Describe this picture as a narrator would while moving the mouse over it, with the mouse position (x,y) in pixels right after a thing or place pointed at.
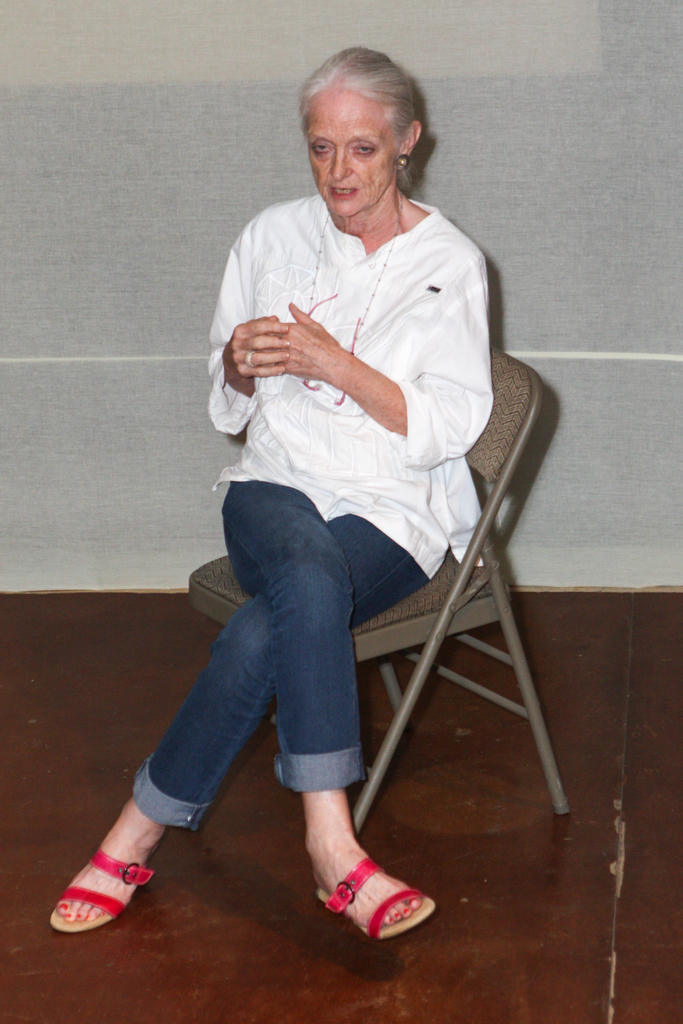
In this image we can see a woman (475,315) is sitting on a chair (500,369) on the floor (566,737). In the background (526,24) we can see a transparent cloth (661,289) and an object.
